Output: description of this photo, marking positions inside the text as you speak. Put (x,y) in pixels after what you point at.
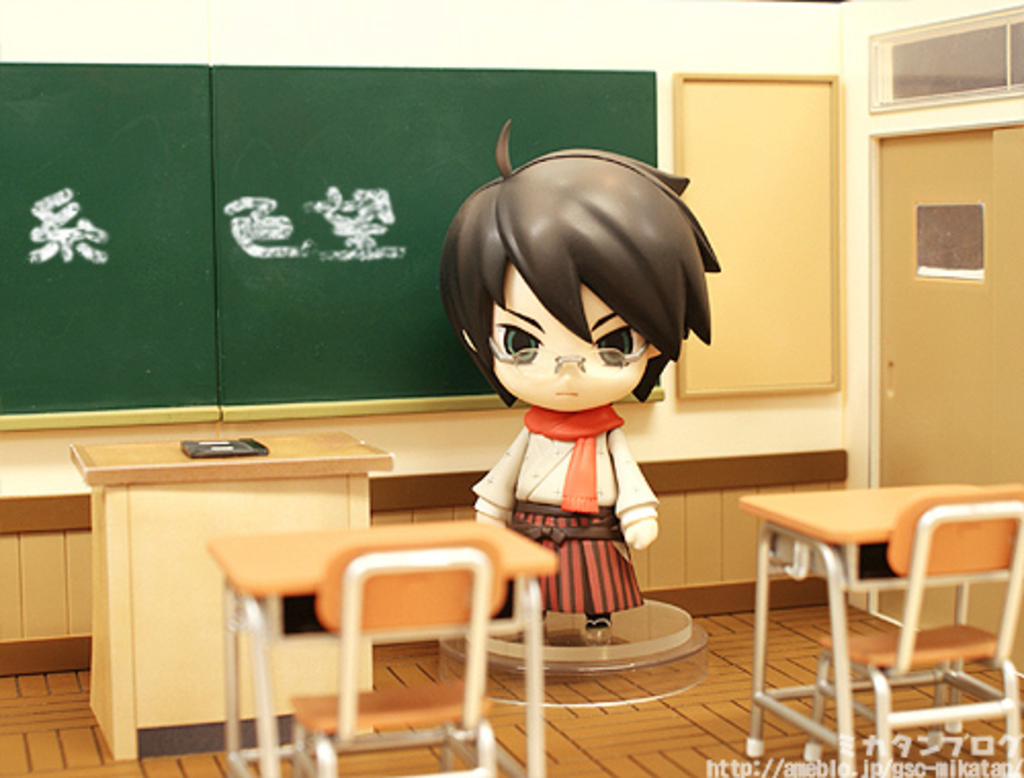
This toy (576,407) is standing on a dais (616,656). We can able to see board (293,166), desk (349,496), tables (367,535), chairs (357,549) and door (950,309).
